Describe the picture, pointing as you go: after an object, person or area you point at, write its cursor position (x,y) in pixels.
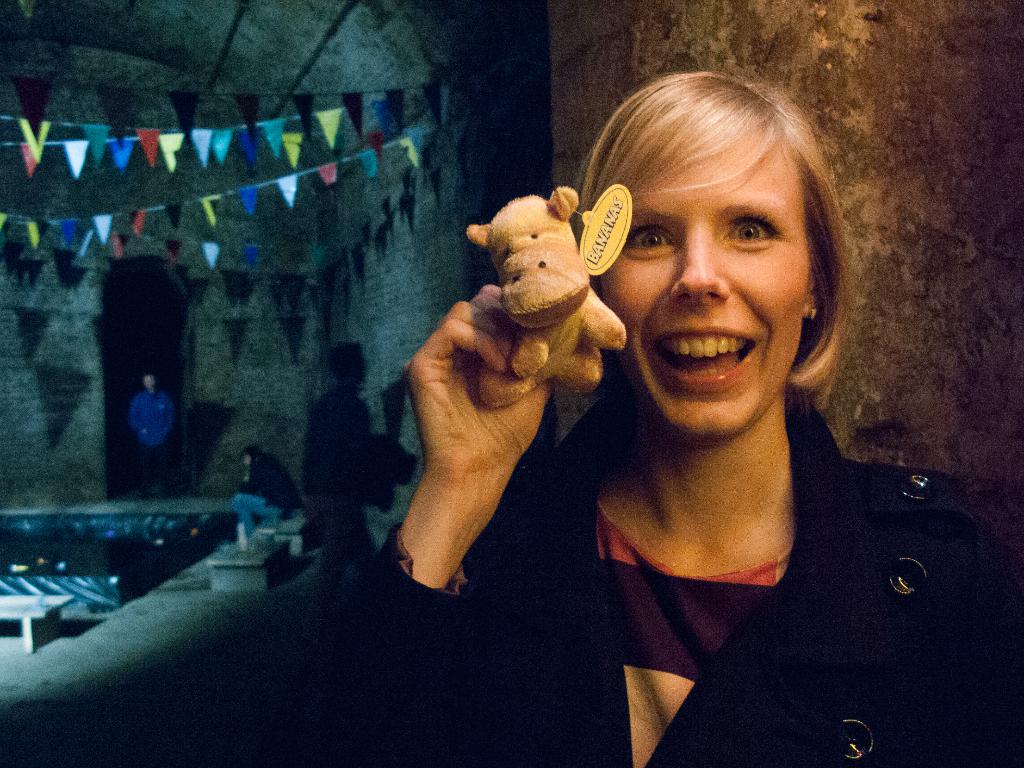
This picture describe about the women (711,609) wearing black coat (801,732) holding a small toy (583,324) in the hand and giving a pose in the camera. Behind we can see colorful decorative flags (172,203). In the left (155,445) background (147,381) we can see a man (155,430) standing.
